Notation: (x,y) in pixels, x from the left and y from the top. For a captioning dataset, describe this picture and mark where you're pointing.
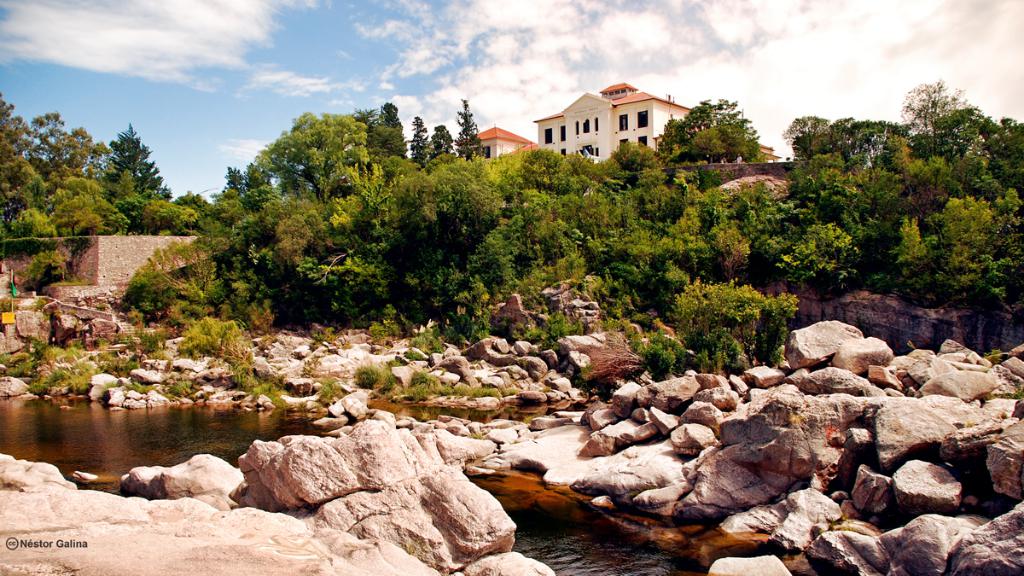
In this image I can see few rocks (375,492), the water (532,481), some grass (322,393) and few trees (560,202). In the background (587,100) I can see the building (595,118) and the sky (537,51).
